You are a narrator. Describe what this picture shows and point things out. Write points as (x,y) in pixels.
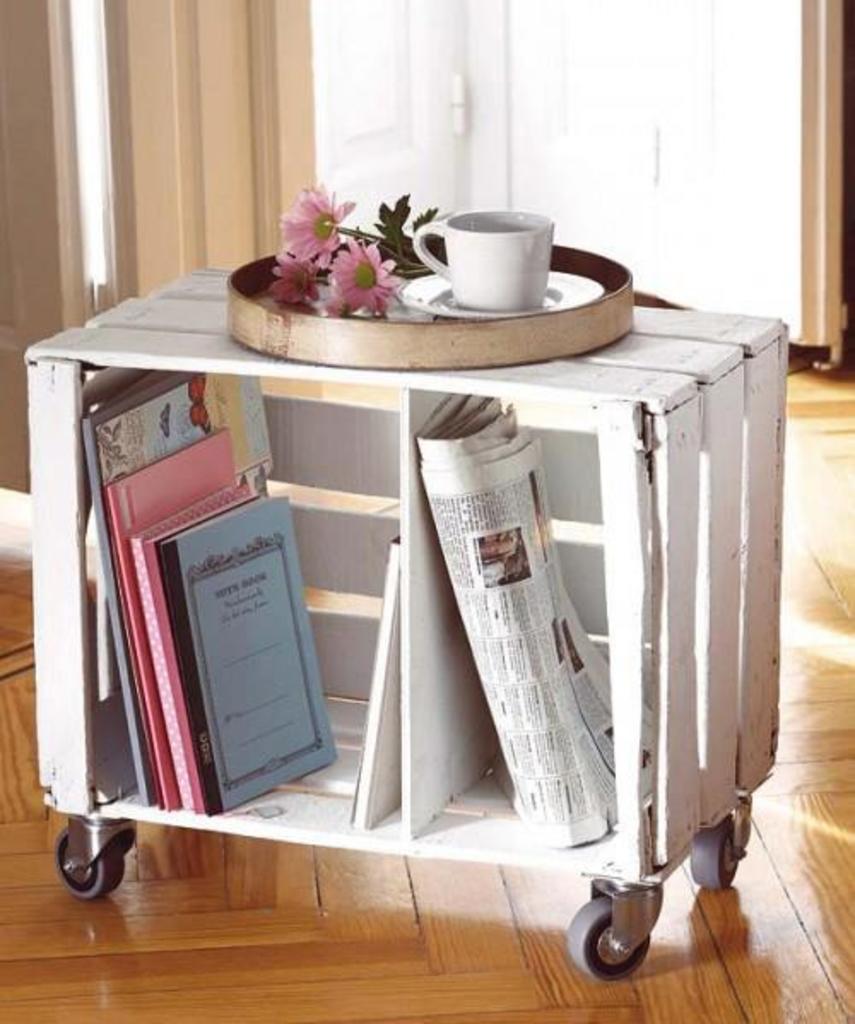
As we can see in the image there is a table (66,657). On table (62,576) there are papers (510,516), books (172,784), cup (522,269), saucer (452,314) and flowers (390,234).
